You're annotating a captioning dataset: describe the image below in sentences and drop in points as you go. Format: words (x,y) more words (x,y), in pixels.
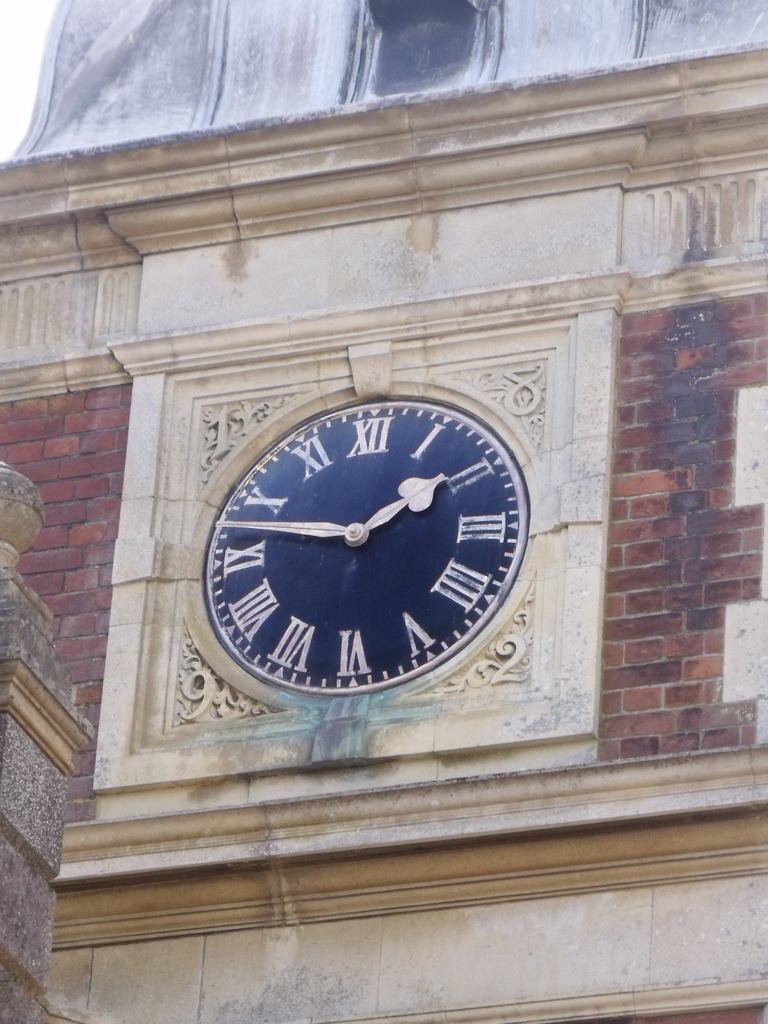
Here we can see a clock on the wall (308,798) and the bricks (48,517) are red in color.
